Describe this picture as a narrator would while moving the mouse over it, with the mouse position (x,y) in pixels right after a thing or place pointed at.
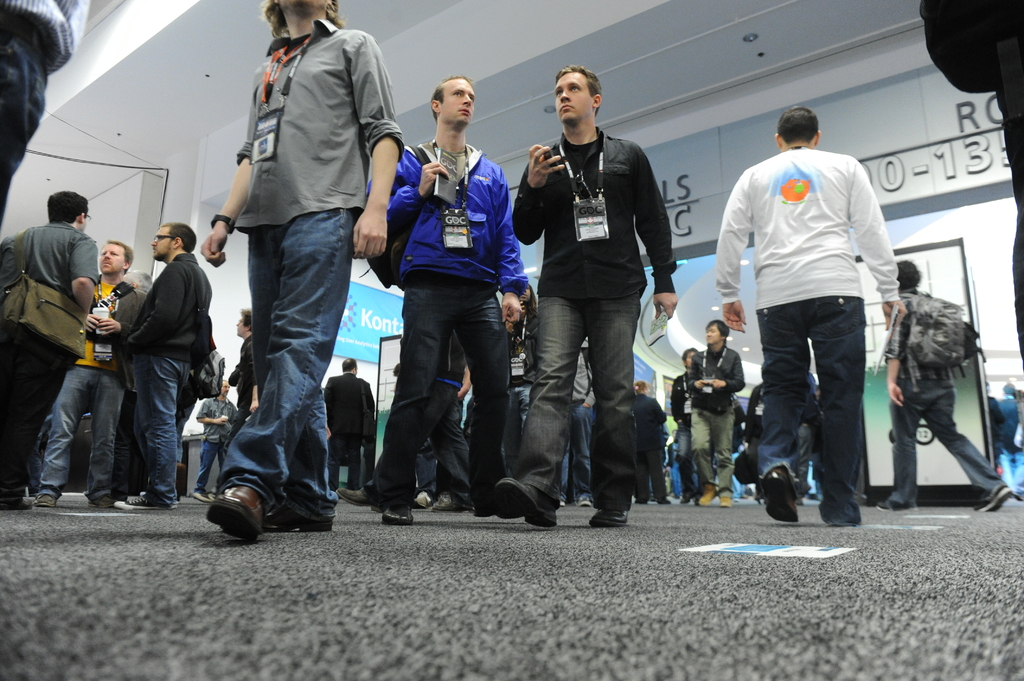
In this picture there are people (637,286) in the image and there are posters (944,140) in the background area of the image (705,194) and there is roof (421,36) at the top side of the image (716,13).
